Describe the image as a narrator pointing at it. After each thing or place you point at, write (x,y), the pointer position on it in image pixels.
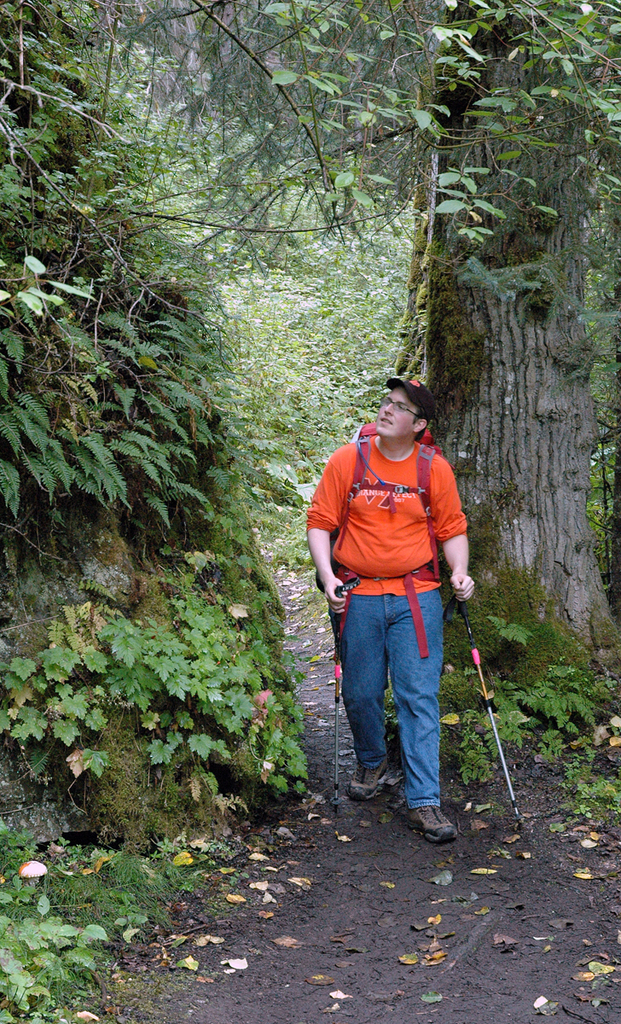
There is a man (423,756) in the center of the image (365,611), by holding walking sticks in his hands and there is greenery (305,466) on both the sides.
